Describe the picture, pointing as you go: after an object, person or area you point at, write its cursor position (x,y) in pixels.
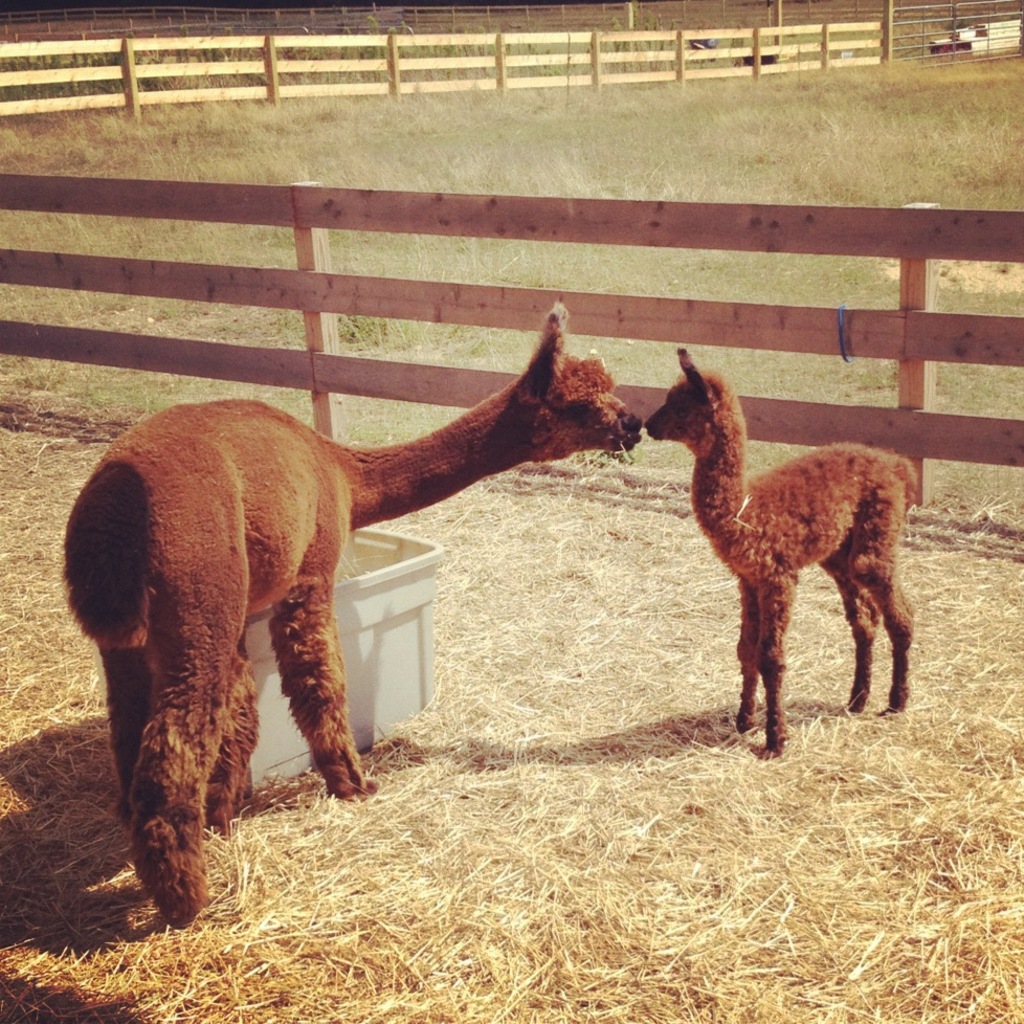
In this picture we can observe two animals (411,505) which were in brown color. There is some dried grass (413,847) on the land (509,907). We can observe a white color box (384,660) here. There is a wooden railing (374,229). In the background (322,100) there is an open ground (606,119).
